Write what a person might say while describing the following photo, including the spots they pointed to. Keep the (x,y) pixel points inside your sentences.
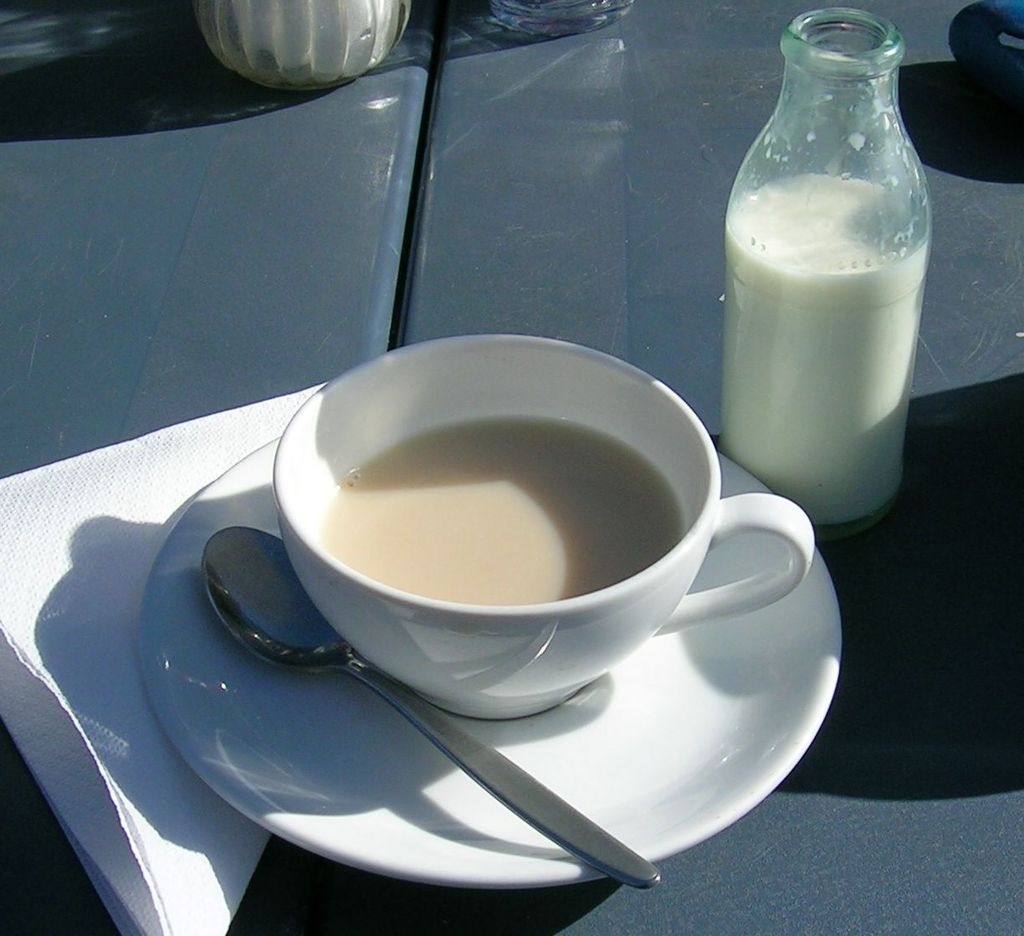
In the image there is a cup (406,642) with some drink (504,493) is kept on a saucer (498,738) and beside the cup (448,646) there is a spoon (292,659), on the right side (834,225) there is a bottle (784,95) containing milk (768,320).
